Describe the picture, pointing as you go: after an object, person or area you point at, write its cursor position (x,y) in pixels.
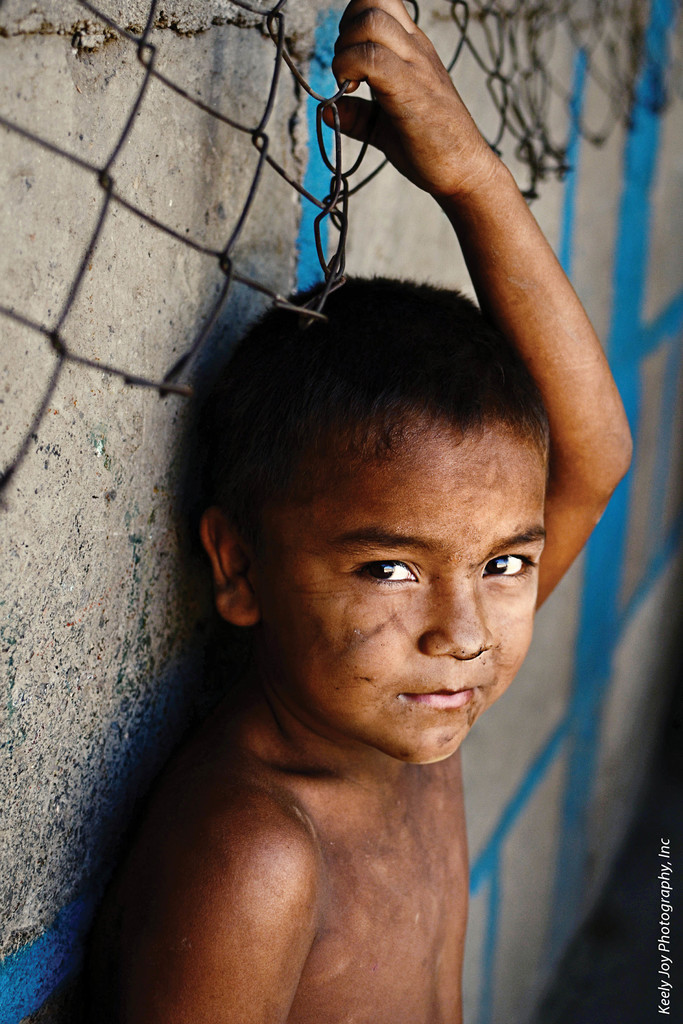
In this image I can see a person (334,716) holding a iron net (256,129). The wall (157,408) is in grey and blue color. I can see a watermark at the bottom (670,994).
